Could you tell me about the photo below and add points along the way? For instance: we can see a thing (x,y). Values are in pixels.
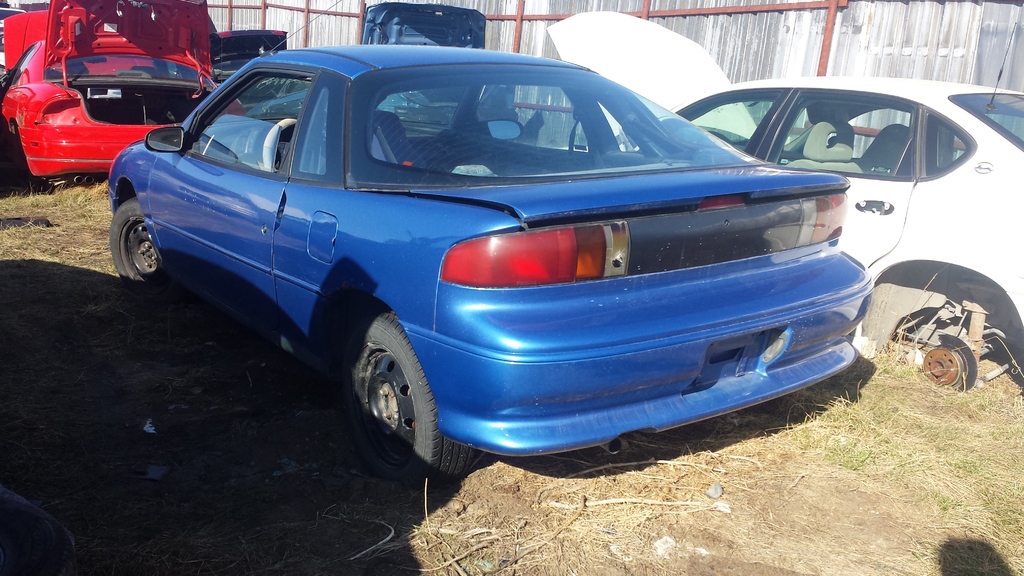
In this image we can see group of vehicles (856,307) parked on the ground (334,410). In the background (974,47), we can see a fence (803,36) with group of poles (658,14).
